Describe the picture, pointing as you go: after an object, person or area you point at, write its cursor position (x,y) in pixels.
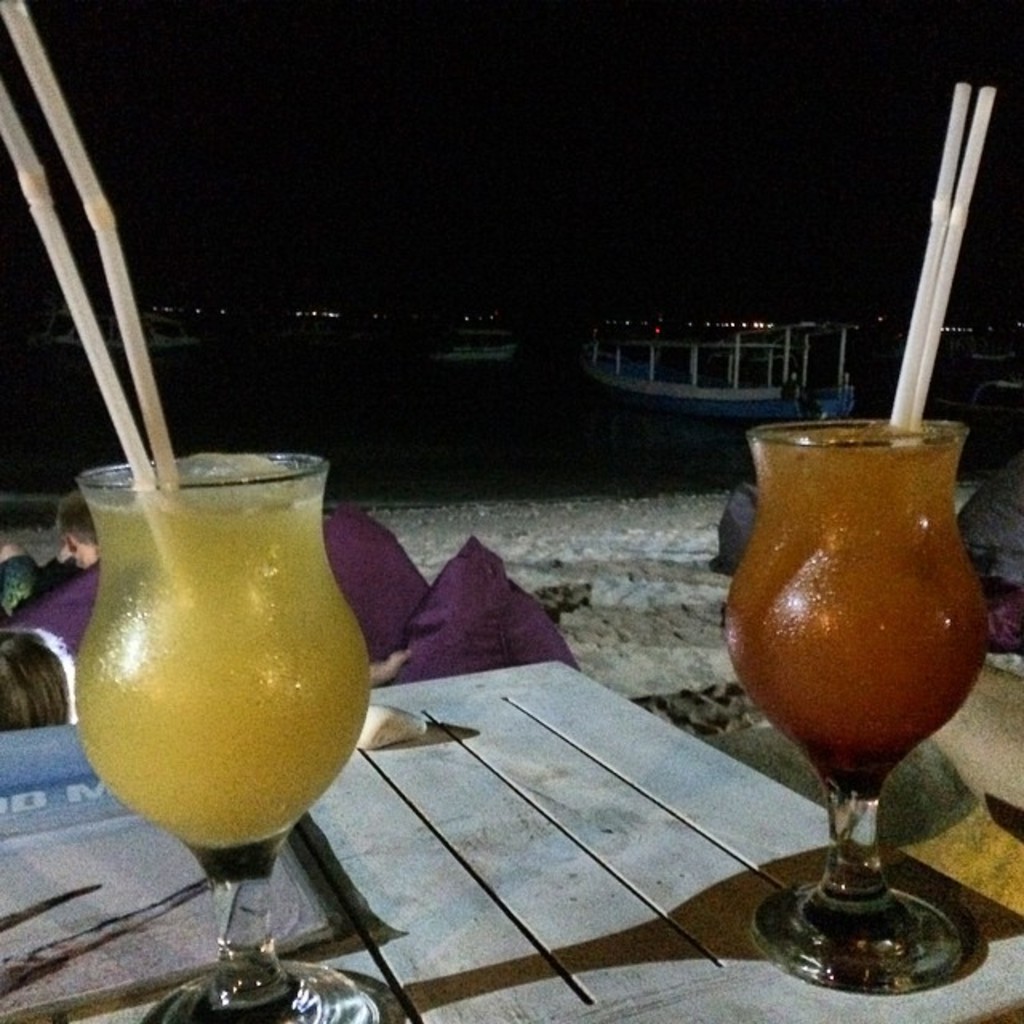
In this image in the front (316,679) there are glasses (264,684) and in the glass (134,513) there are straws (919,378). In the center (371,585) there are objects (413,585) which are purple in colour. In the background (756,392) there are boats (653,388) and in the front (302,955), on the table (315,951) there is a book (96,869) with some text (32,804) written on it.
